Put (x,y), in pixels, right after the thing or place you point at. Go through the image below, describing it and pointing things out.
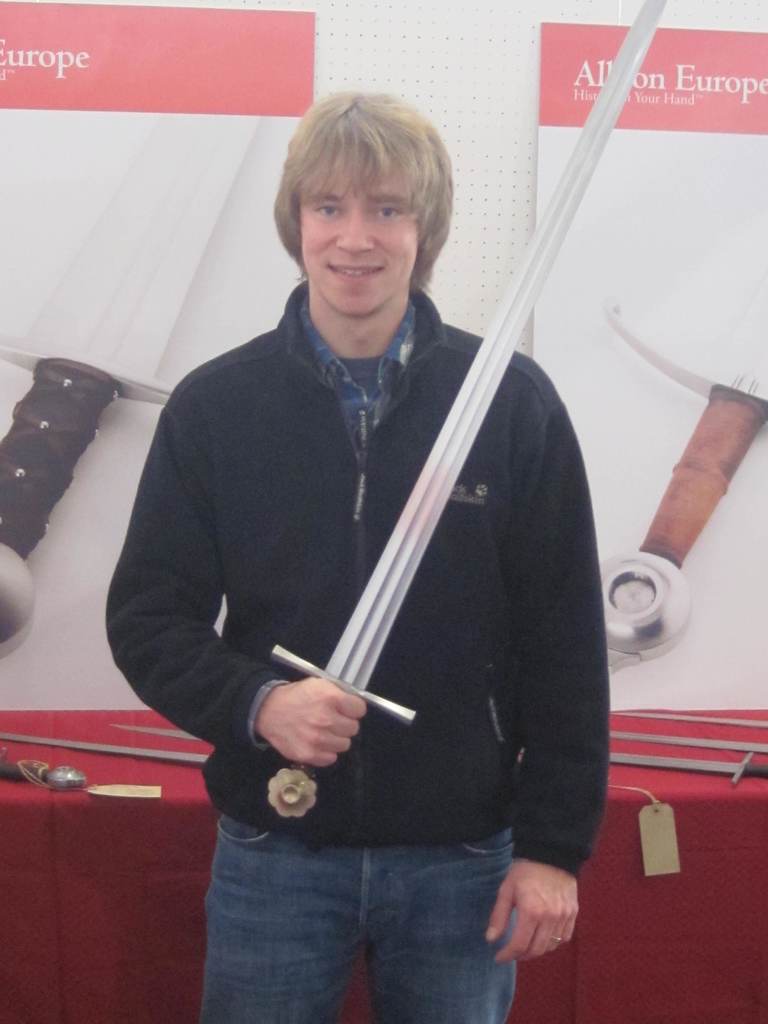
In the center of the image (461,650) we can see a man (442,725) standing and holding a sword (578,153). At the bottom (156,735) there is a table (652,941) and we can see swords (734,725) placed on the table (671,931). In the background (558,161) there are boards (558,161) and a wall (432,80).
